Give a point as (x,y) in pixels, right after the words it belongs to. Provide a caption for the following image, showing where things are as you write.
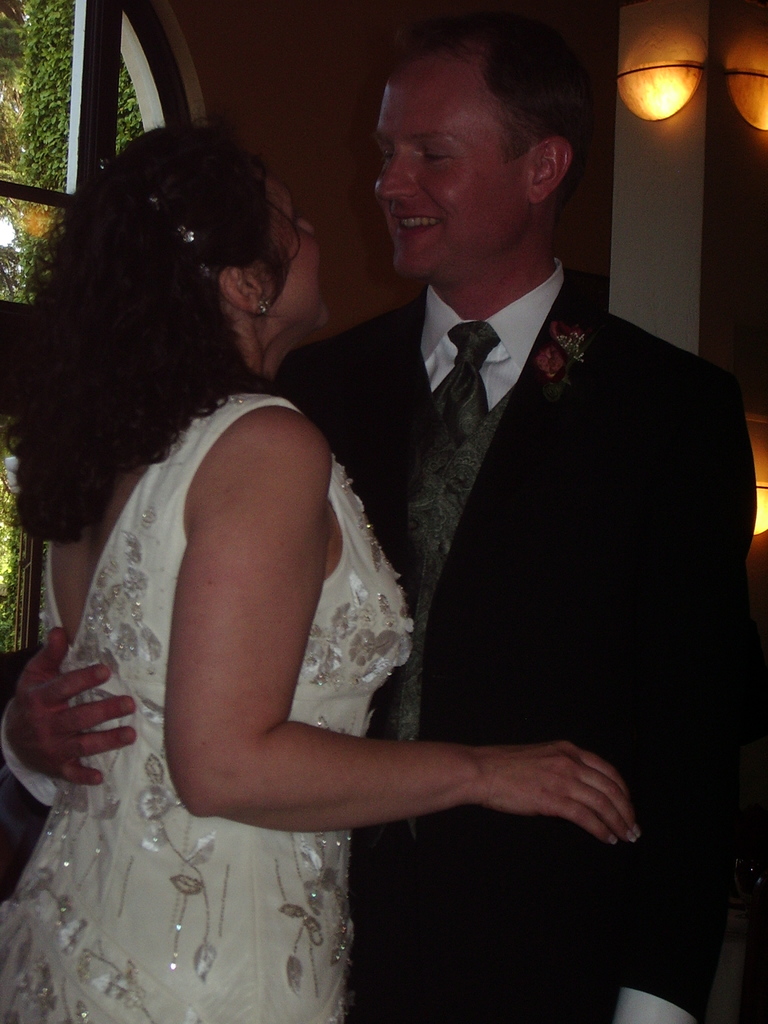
In this image I can see a woman (160,723) wearing white colored dress (182,873) and a person (553,602) wearing black and white colored dress (515,535) are standing. In the background (289,24) I can see the wall (316,60), few lights (689,89) and the window (8,84) through which I can see few trees (49,170).
